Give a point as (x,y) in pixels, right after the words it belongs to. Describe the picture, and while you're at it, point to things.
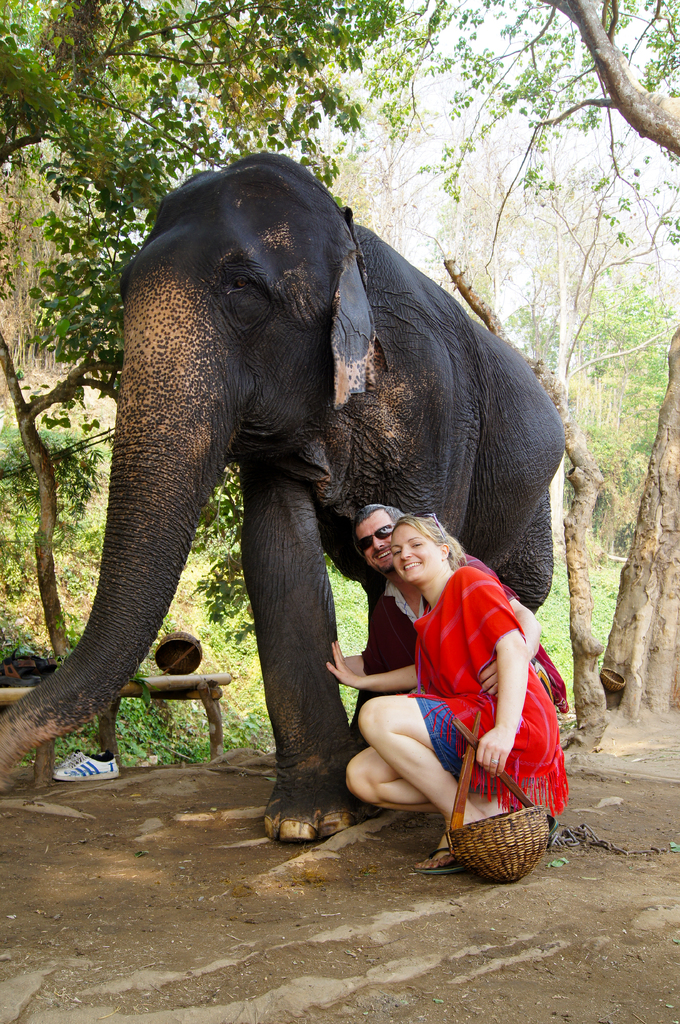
This is a picture of an elephant (322,492) where there are 2 persons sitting down and smiling and in the back ground (521,80) we have trees (482,107) and sky (431,91).
